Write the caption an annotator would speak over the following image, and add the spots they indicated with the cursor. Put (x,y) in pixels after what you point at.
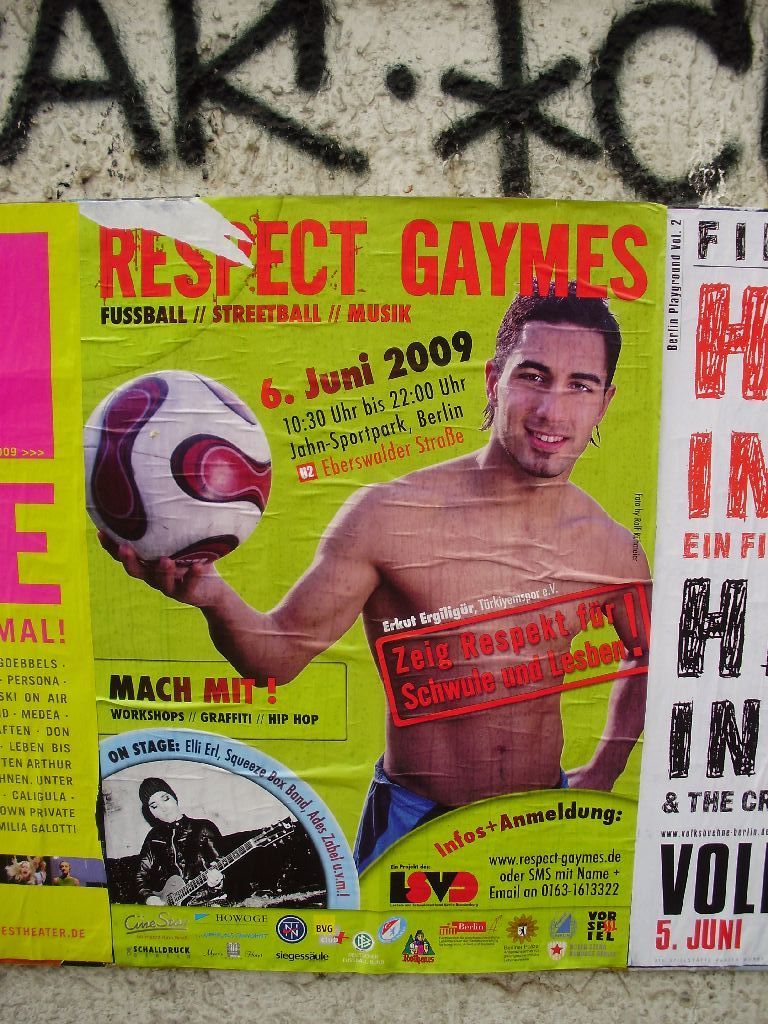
In a center of the picture (311,415) there is a poster (430,669), in the poster (464,433) there is a person (397,568) holding a ball (200,537). At the bottom (170,857) there is a person (212,844) playing guitar (193,881). In the poster (136,544) there is text (126,242). At the top (495,102) there is text (495,102).
